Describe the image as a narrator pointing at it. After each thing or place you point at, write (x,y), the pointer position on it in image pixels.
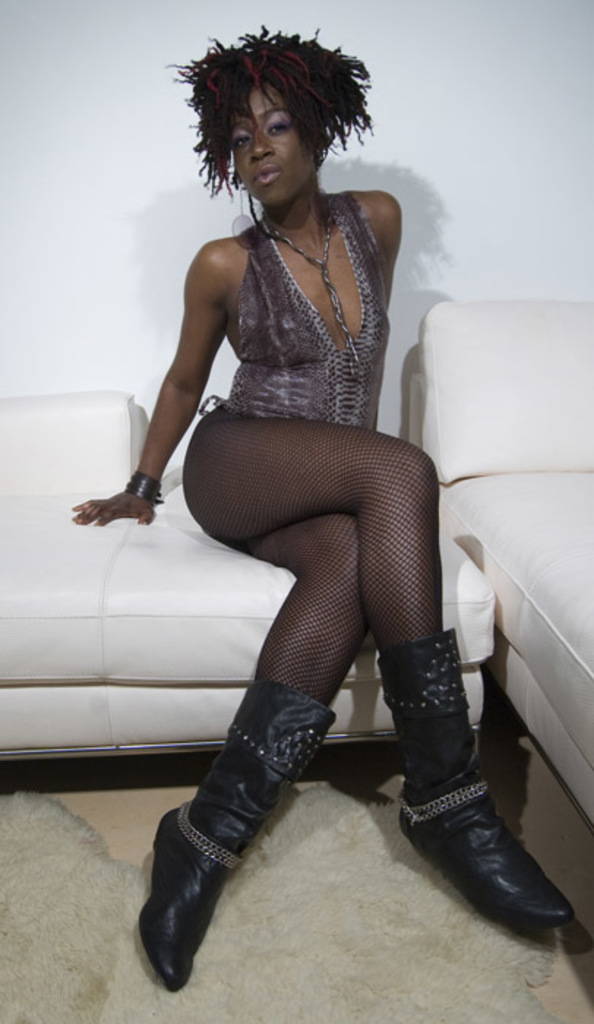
In this image we can see two couches (149,629). There is a white color wall (399,338) in the image. A lady (371,499) is sitting on the couch (464,617). There is a mat (305,995) on the floor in the image.
